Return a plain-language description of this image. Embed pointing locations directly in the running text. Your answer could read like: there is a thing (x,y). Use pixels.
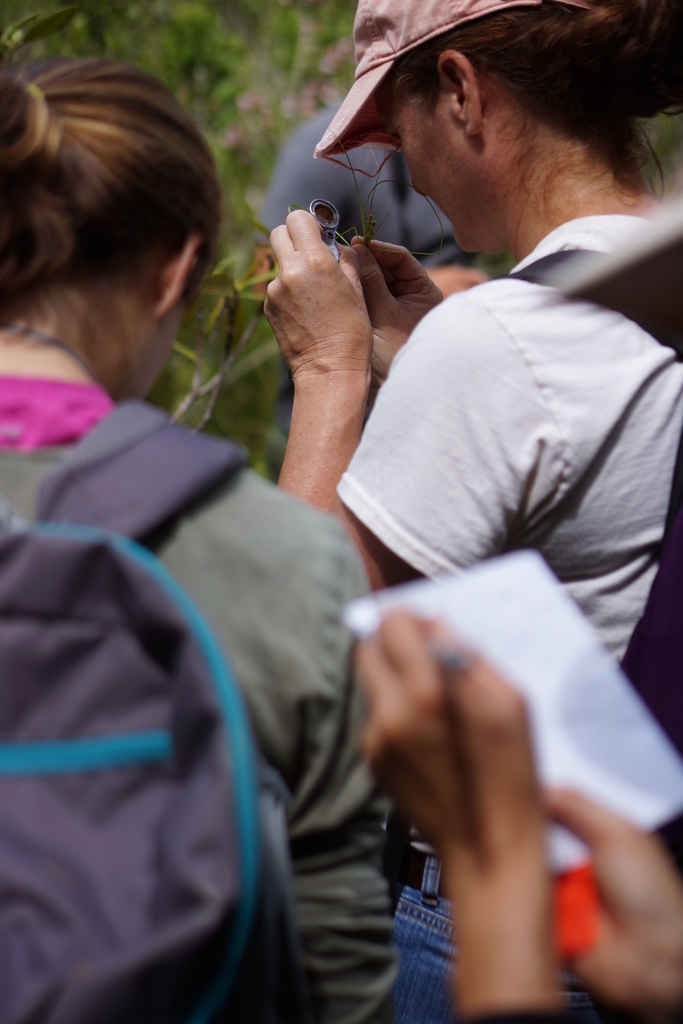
In this image I can see there is a woman (323,361) standing at right (522,225) is holding an object (335,228) and wearing a cap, there is another woman (72,265) at left (68,730) wearing a bag (68,730). There are few plants (134,7) in the background (137,29) and the image is blurred.
